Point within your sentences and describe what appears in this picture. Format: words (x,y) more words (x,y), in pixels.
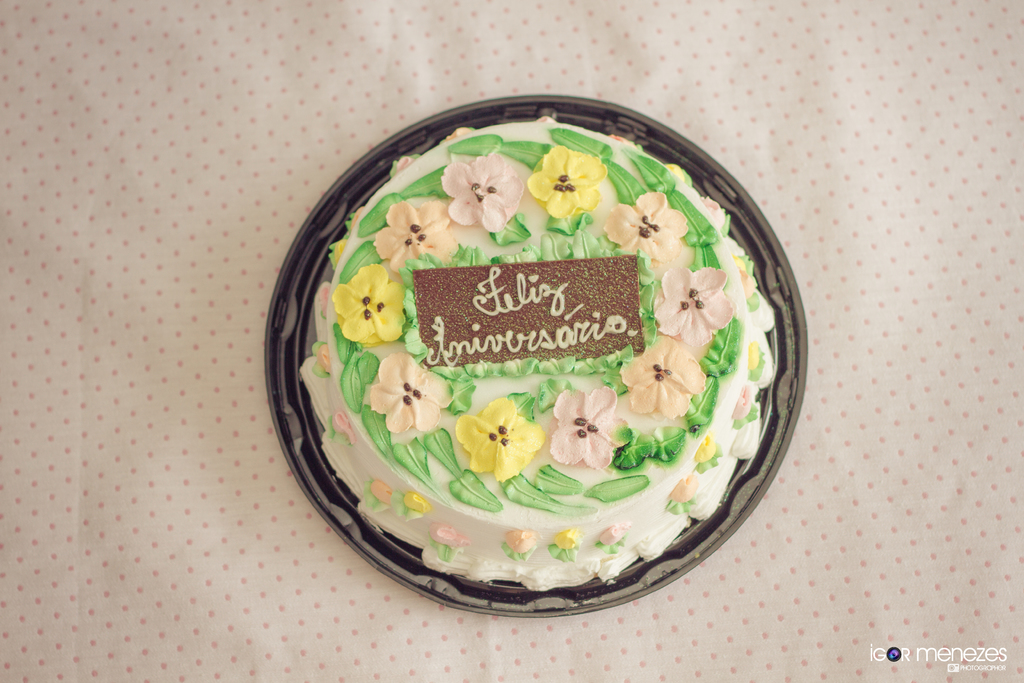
In the center of the picture (407,249) there is a cake (427,373) with flowers (440,226) on it. The cake (386,227) is placed on a cloth (914,535). At the bottom (961,656) towards right (883,654) there is text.
